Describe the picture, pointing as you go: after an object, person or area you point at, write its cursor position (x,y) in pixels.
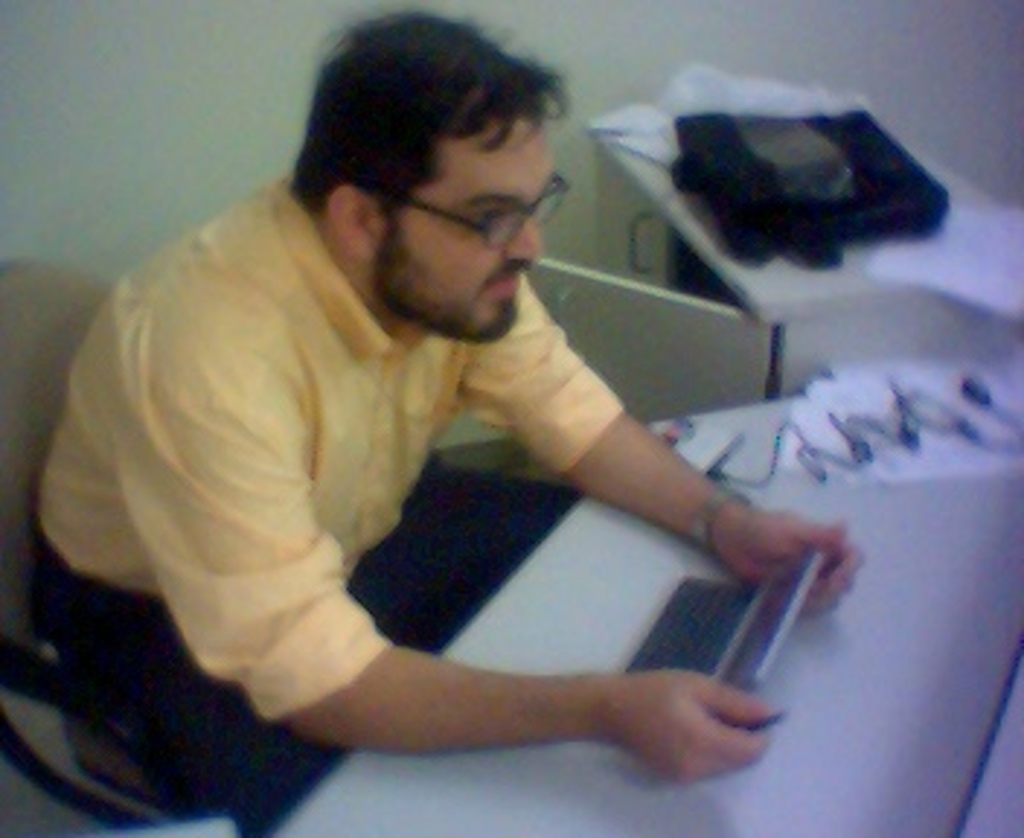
In this image we can see one man (268,533) with spectacles (447,212) sitting on the chair (106,723) near the white table (770,749), holding a pen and calculator (746,658). There is one small cupboard (624,211) near the wall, some papers (654,124) and one black object (816,197) looks like a landline phone (827,250) on the cupboard (664,340). There are some objects (897,476) on the white table (913,760).
